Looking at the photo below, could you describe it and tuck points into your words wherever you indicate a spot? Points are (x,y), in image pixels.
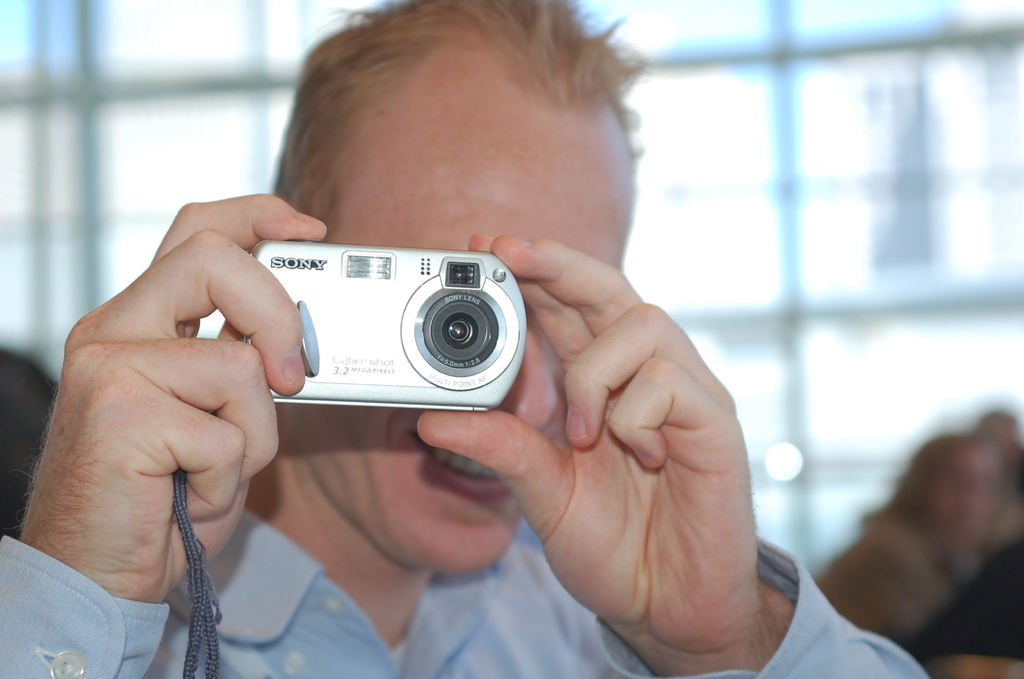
In this picture we can see a man (255,618) who is holding a camera (464,263) with his hands (523,264).
